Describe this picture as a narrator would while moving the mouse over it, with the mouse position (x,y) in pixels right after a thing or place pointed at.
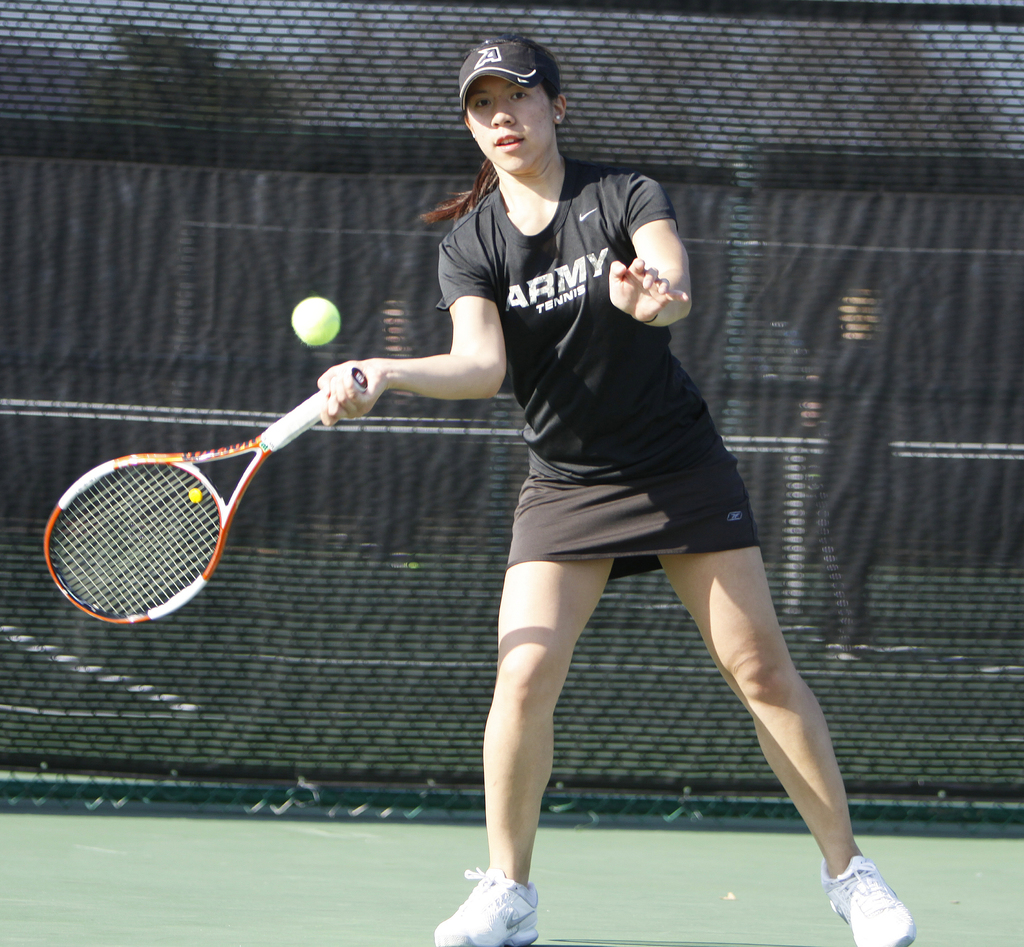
In this image the woman (552,504) is standing and playing the tennis. The woman (468,391) has bat (148,538) in her hand (331,416) and looking at the ball (325,302). At the back side (356,280) there is net (735,86). At the bottom (270,838) there is ground (300,880).
